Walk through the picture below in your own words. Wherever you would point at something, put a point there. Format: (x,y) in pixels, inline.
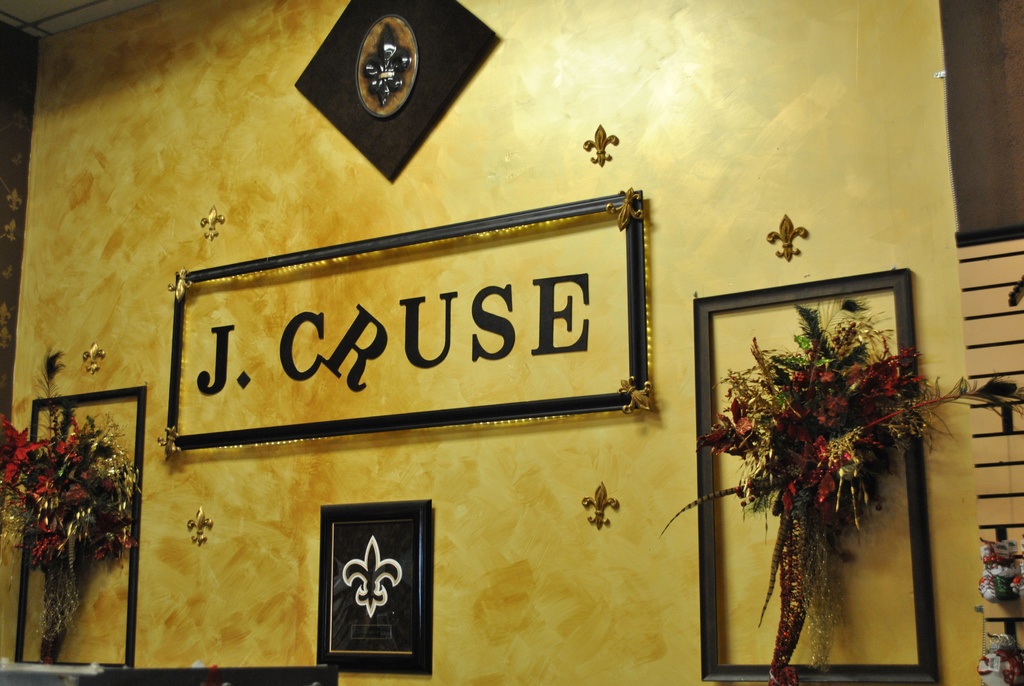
In this image I can see two bouquets (48,408) attached to the wall (38,394) and the flowers (85,433) are in red and green color. I can also see a frame (491,413) attached to the wall (701,109) and the wall (546,58) is in yellow color.
